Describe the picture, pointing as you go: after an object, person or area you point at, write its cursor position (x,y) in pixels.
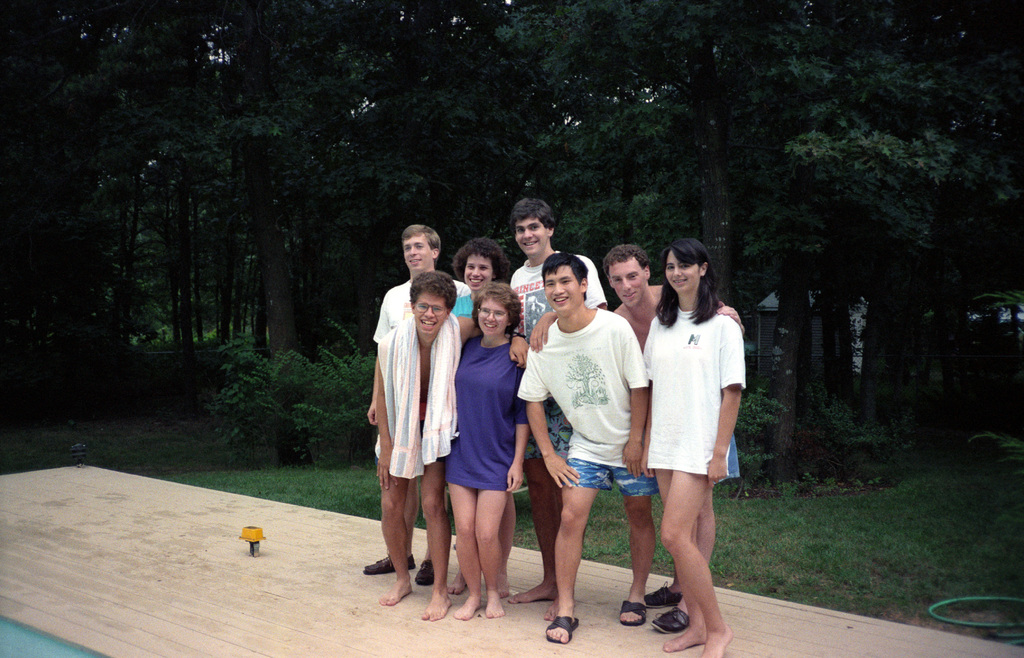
Here we can see a group of people (688,552). These people (492,258) are smiling. Background (945,497) we can see trees (466,134), plants (223,412), grass (911,521) and house (766,319).
